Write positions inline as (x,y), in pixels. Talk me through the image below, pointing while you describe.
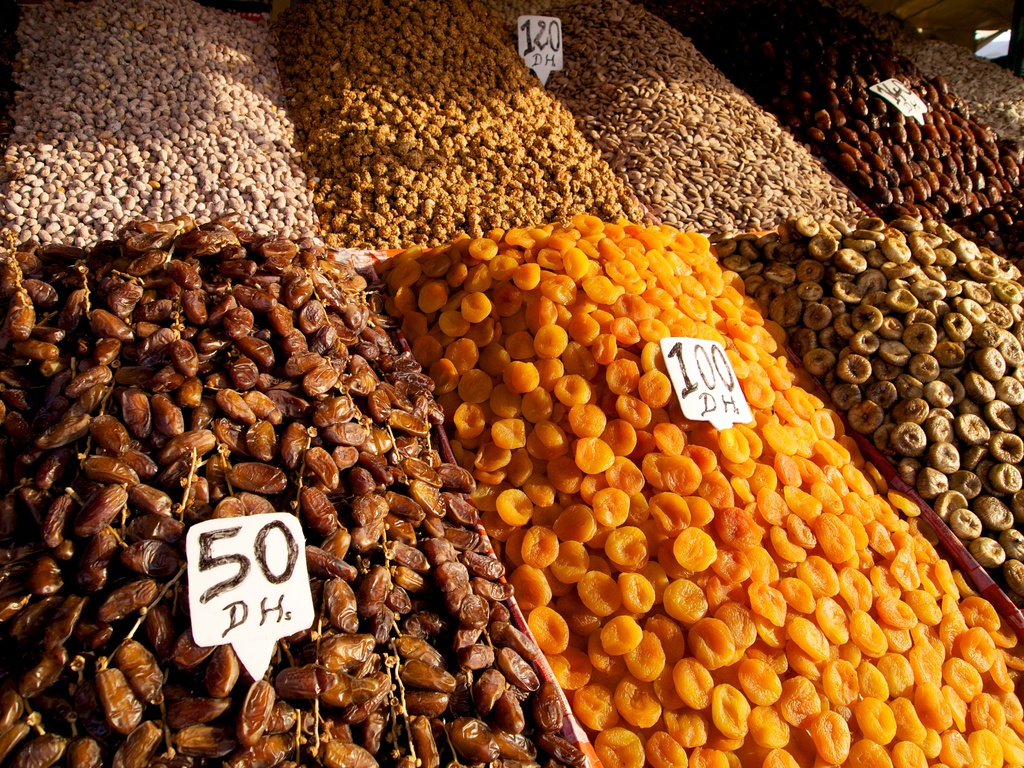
In this image there are a different types of dry fruits (450,408) are there as we can see in the middle of this image (673,473), and there are some price tags (299,576) are kept on it.
